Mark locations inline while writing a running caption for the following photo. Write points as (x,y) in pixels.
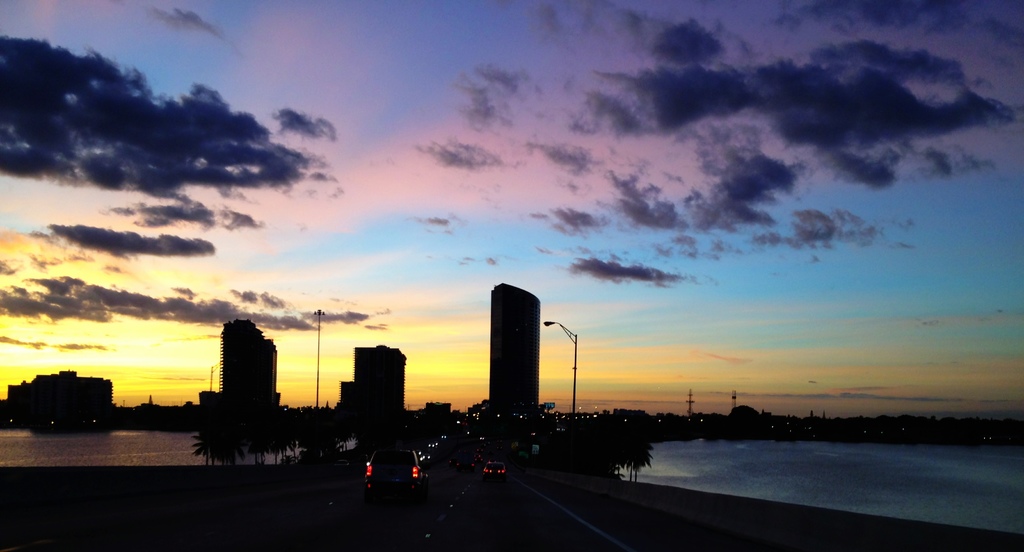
In this image there are some vehicles (405,493) at bottom of this image (404,472) and there are some trees (270,442) in the background (252,444) and there are some buildings (246,351) as we can see in middle of this image (494,347) and there is a sea (146,439) at left side of this image (177,450) and right side of this image (825,480) as well and there is a cloudy sky (464,161) at top of this image (336,122).
